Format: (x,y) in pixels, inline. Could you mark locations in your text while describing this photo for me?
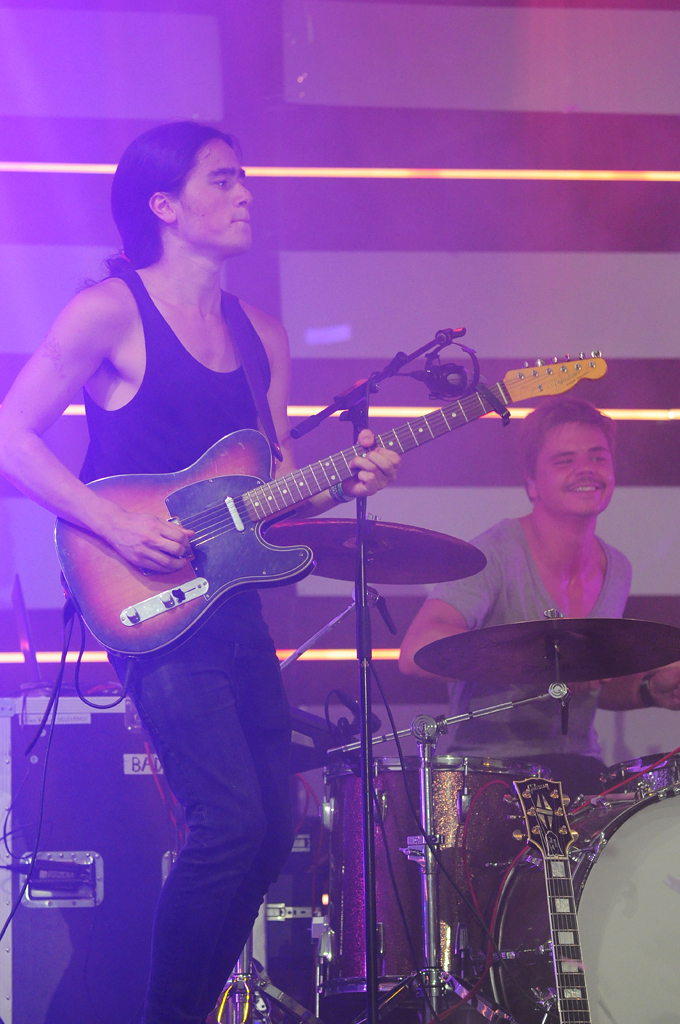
In this image there are two men (258,657) playing musical instruments (240,486), in the background (602,143) there is a wall (624,350).
